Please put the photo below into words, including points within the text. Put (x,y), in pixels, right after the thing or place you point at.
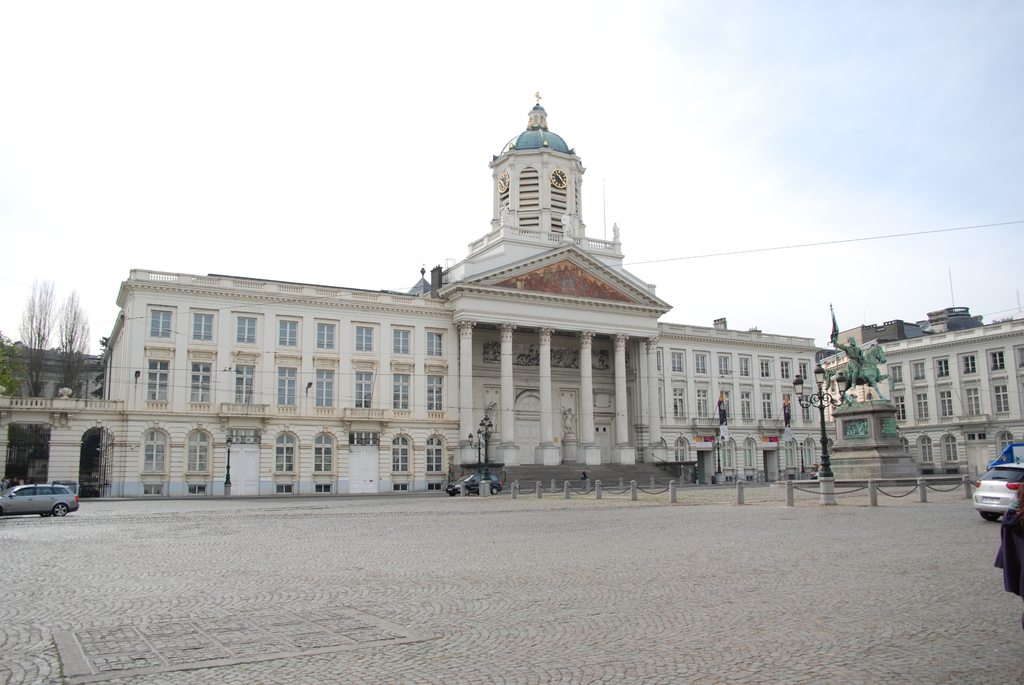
In the image there is a building (320,349) with walls (715,359), windows (319,385), pillars (509,384), roofs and also there is clock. In front of the building (537,464) there are steps (522,466). There is a statue (868,371) of a person (857,378) sitting on the horse (846,390). Around the statue (875,359) there is a fencing (872,490) of poles (740,487) with chains (818,492). On the ground (774,485) there are cars (1006,466). On the left side of the image (62,343) behind the walls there are trees (71,341). At the top of the image (658,39) there is sky (136,81).
